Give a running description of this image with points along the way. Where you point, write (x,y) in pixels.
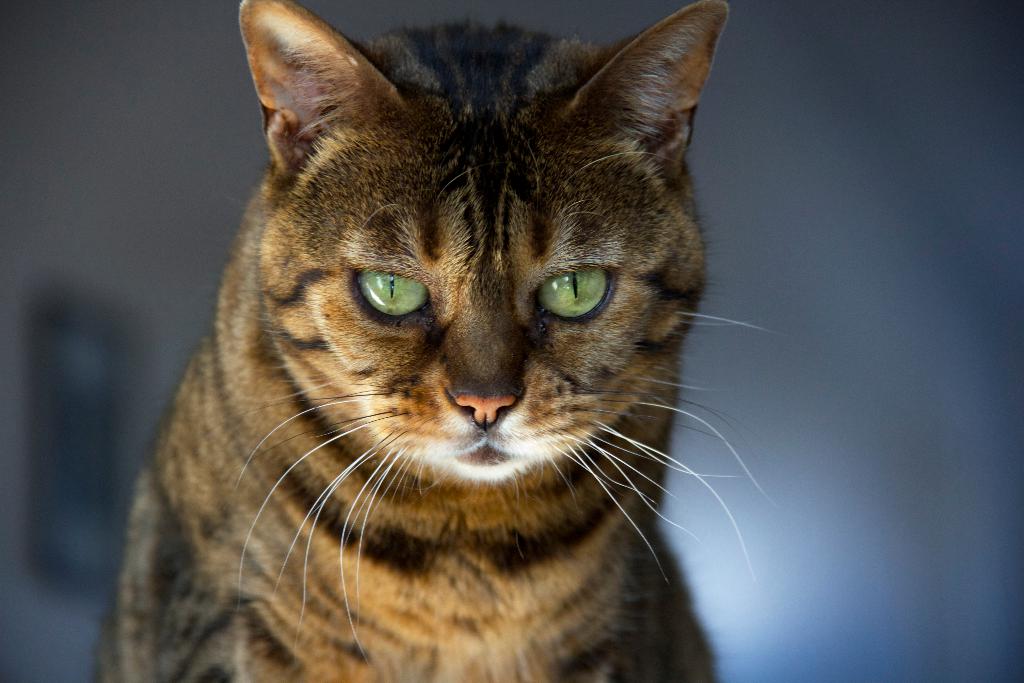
This is a zoomed in picture. In the center (376,270) there is a cat (502,447). The background of the image (945,8) is blur.
